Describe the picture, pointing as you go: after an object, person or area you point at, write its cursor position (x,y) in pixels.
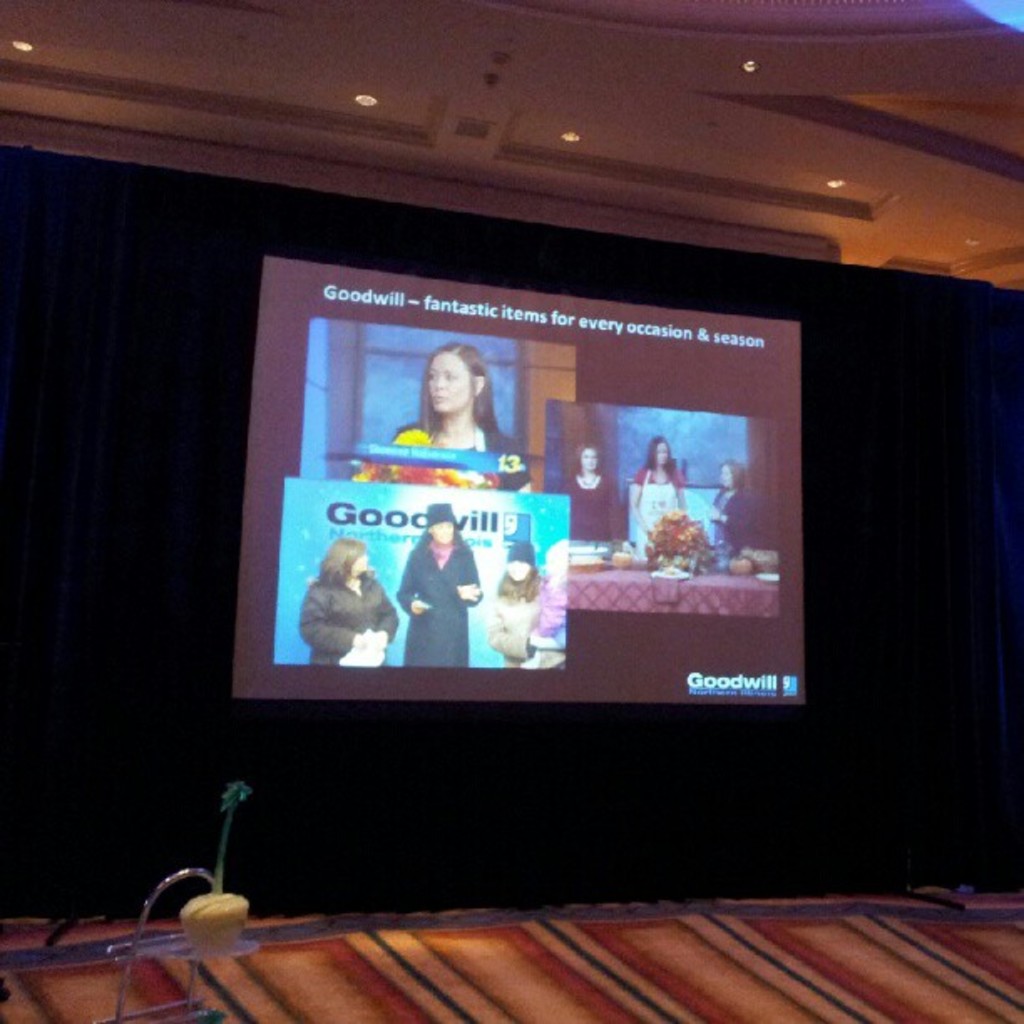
In this picture we can see projector screen (640,385). In the projector screen (644,405) we can see a woman (475,434) who is wearing blazer (495,447), standing near to the sun flowers (454,479). On the right (747,493) images we can see three women (724,506) standing near to the table (705,595). On the table (694,588) we can see plates (684,576), bouquet (671,519), plate (597,558), jar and other objects (619,563). Here we can see quotations (725,683). On the bottom (310,974) we can see a carpet (463,997). On the top (871,140) there is a ceiling (723,27).
